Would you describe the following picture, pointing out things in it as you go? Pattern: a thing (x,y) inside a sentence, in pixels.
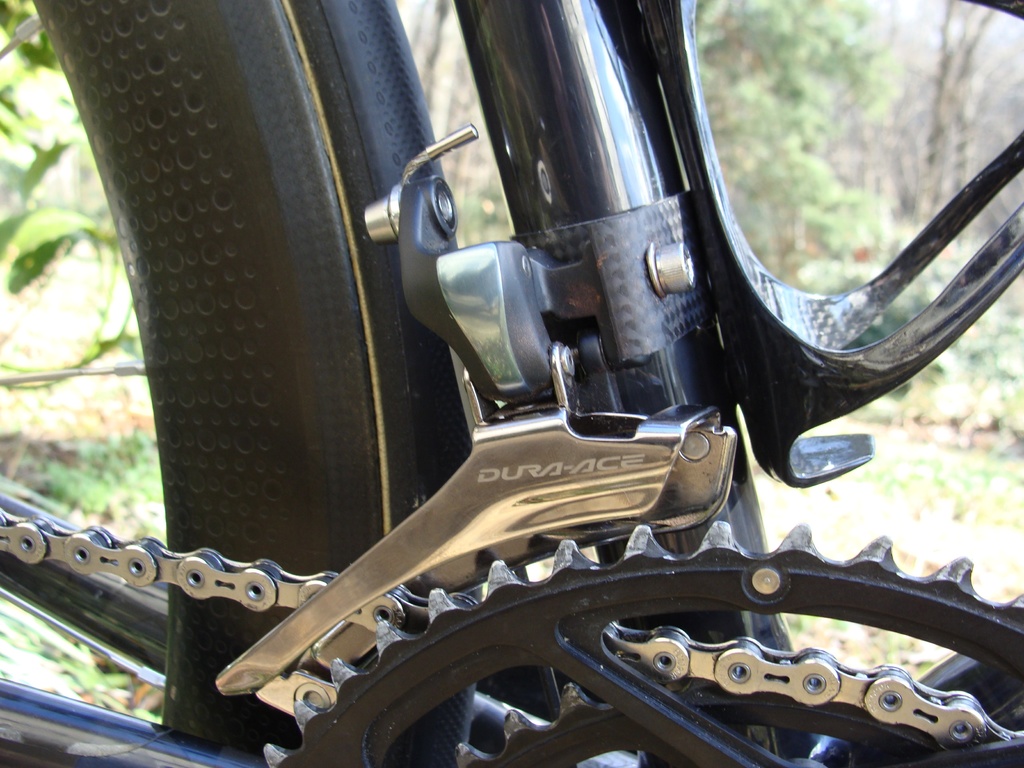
In this picture, we can see a part of a vehicle (493,302), and we can see the ground (84,500), and blurred background (866,62).
